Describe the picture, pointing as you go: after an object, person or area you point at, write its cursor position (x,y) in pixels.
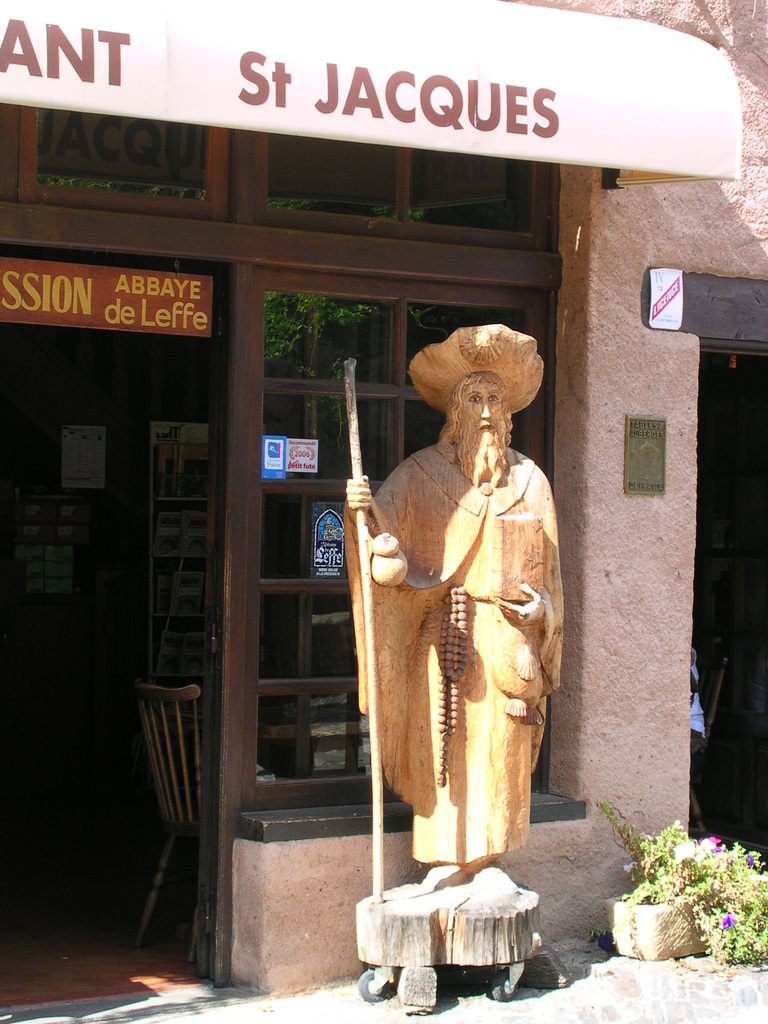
In this image we can see a sculpture (485,570) of a person (415,577) holding a stick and book (523,597), on him we can see few threads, there we can see buildings (290,229), windows (303,317), some objects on the shelves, a board (138,317) hanged to the door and a name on the front part of the building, there we can see few plants (703,875) and flowers (725,858) in the flower pot (651,926) beside the sculpture (423,582).
